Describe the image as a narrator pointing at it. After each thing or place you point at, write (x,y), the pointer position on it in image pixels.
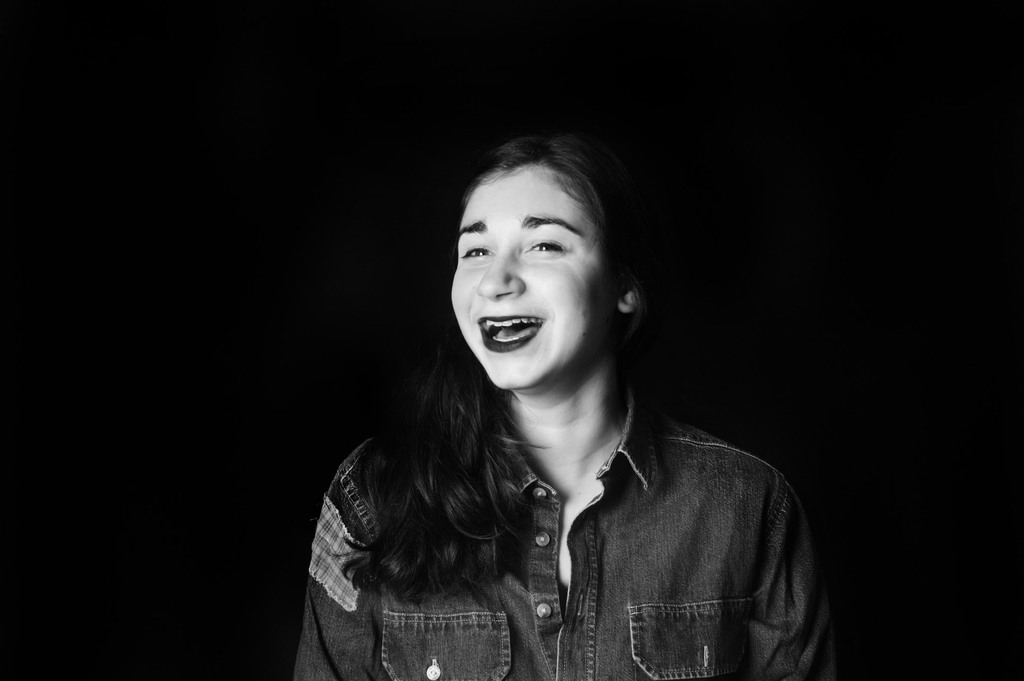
This picture is a black and white image. In this image we can see one woman (530,651) with smiling face (567,247) and there is the black background (896,635).
